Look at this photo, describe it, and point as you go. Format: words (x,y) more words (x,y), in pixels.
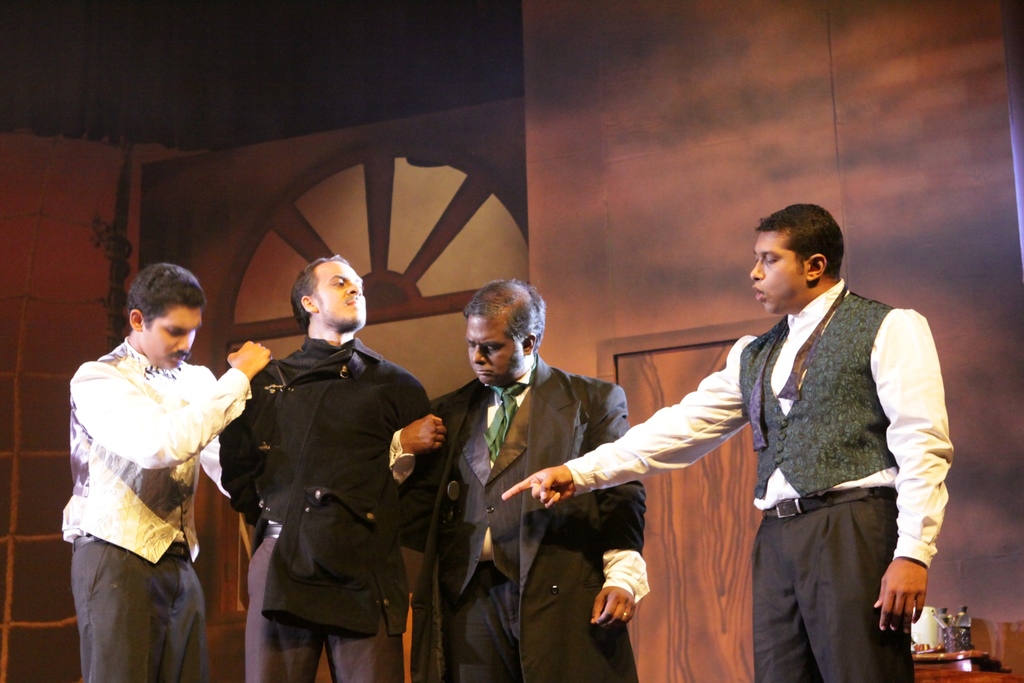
In this image there are objects (950,627) on the right corner (964,619). There are people (549,465) standing, it looks like a door (689,533) in the background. It looks like a wooden object (694,336) in the background (436,232).
